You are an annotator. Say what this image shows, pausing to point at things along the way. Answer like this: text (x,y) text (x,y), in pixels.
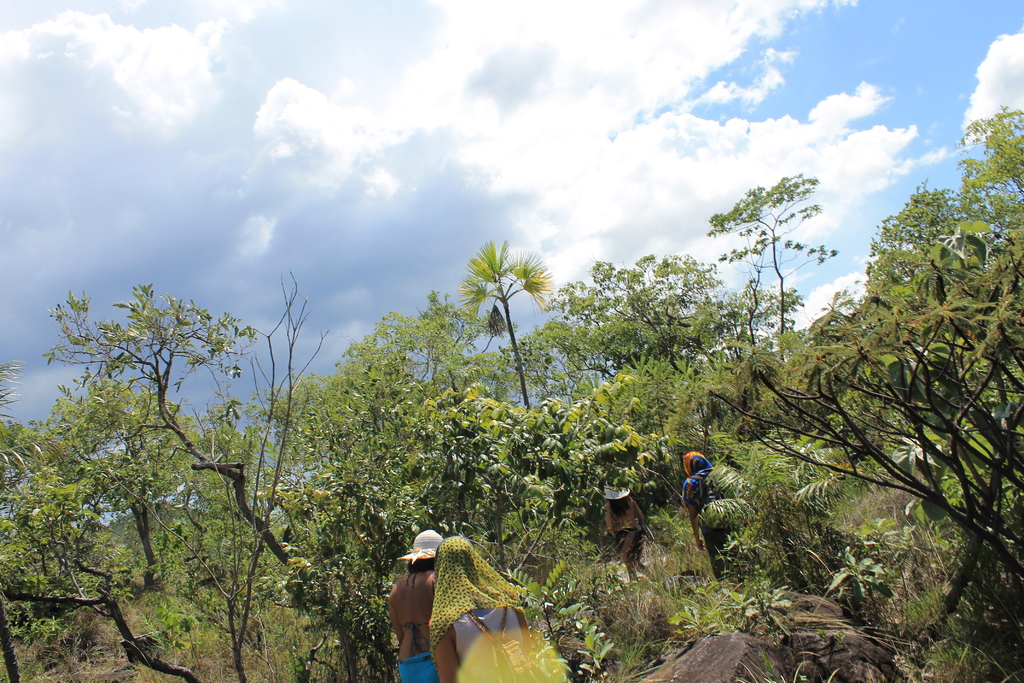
In the picture I can see four people (478,646) walking on the ground (682,593). I can see the trees (740,538). There are clouds (831,294) in the sky (554,152).
